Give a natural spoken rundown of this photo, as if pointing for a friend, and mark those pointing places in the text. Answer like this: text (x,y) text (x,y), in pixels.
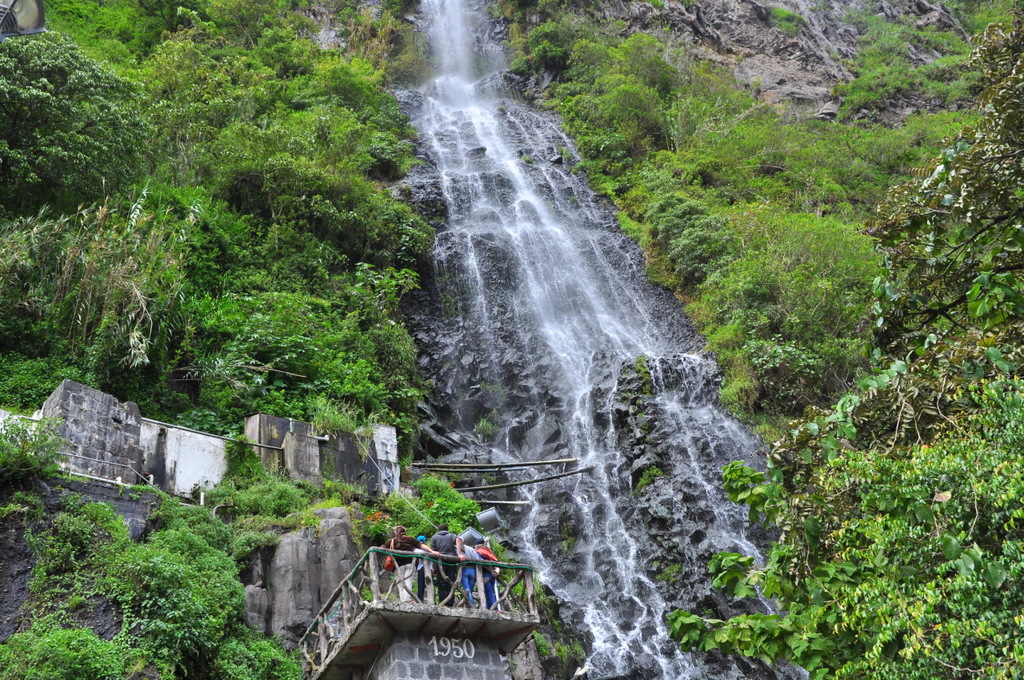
In this image I can see the waterfalls (523,352). On the right (935,363) and left sides of the image there are many trees (207,392). At the bottom (472,547) there are few people (441,543) standing on the wall (396,664) by holding the railing (446,559). On the left side (220,449) there is another wall (166,444).
